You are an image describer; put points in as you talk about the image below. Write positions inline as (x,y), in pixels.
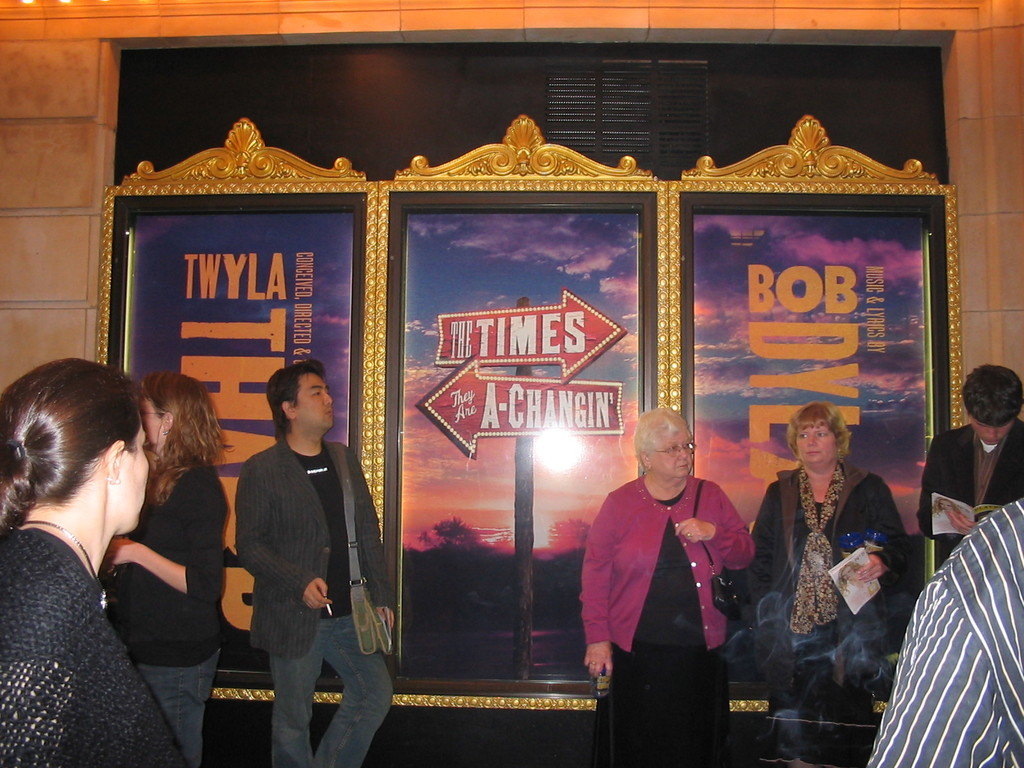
In this picture there are group of people (821,586) standing. On the right side of the image (907,544) there are two persons (896,535) holding the books (977,507). On the left side of the image (289,381) there is a person (307,611) holding the cigarette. At the back (306,349) there are frames (481,447). In the frame (471,346) there is a text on the board (484,329) and there are boards (588,397) on the pole (526,661) and at the top (564,221) there is sky (597,308) and there are clouds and there is a sun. At the bottom (483,605) there are trees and there is a text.
